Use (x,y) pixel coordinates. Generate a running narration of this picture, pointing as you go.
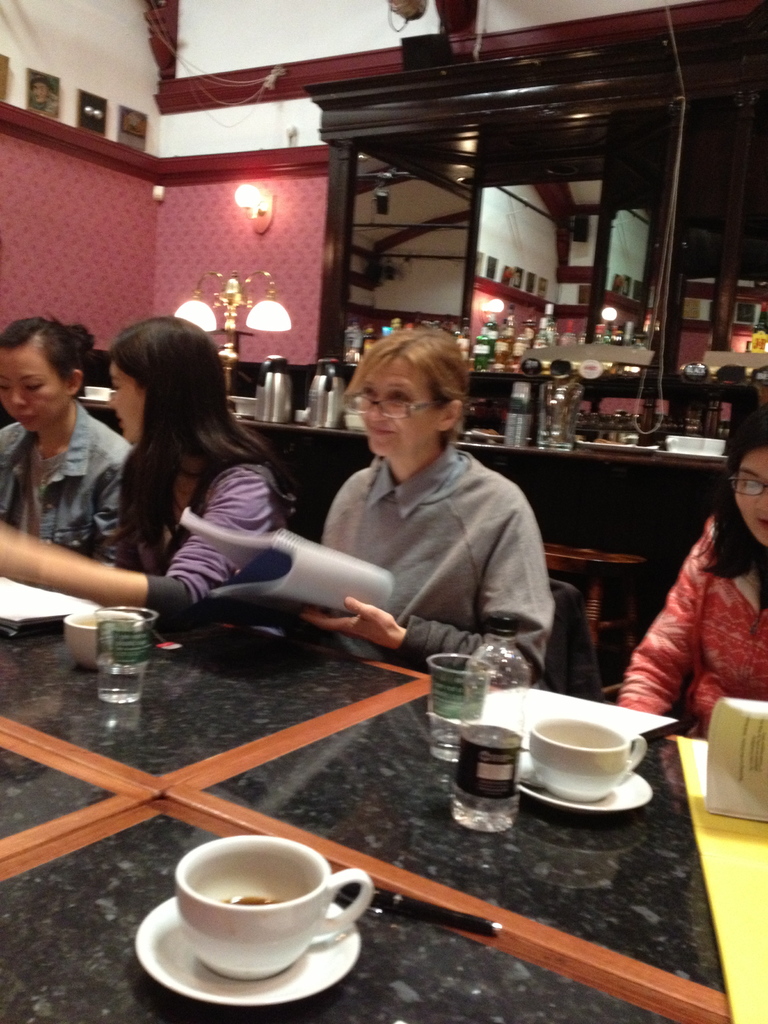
There are four persons (408,518) sitting on a chair (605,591) and there is a table (404,676) in front of them which has some objects (468,757) on it and there are wine bottles (491,333) behind them.
